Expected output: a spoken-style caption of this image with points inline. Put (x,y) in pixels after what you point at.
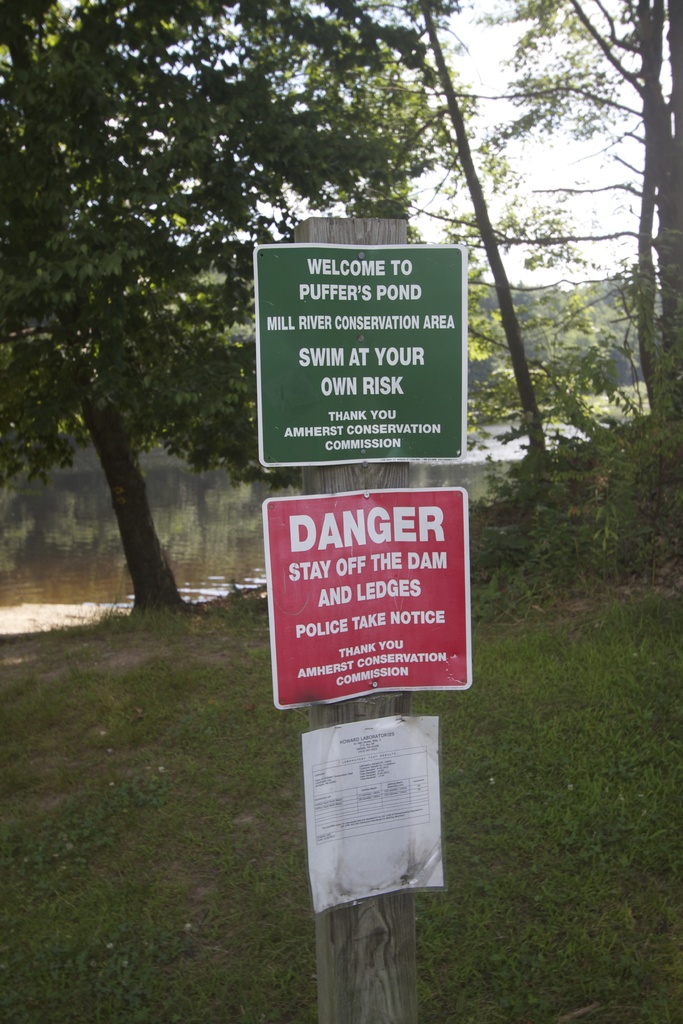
In this image I can see a wooden pole (355,711) with few words (361,650) to it. I can see the water (235,544), few trees (142,522), some grass (499,729) on the ground (496,741) and the sky (486,117) in the background (519,152).
